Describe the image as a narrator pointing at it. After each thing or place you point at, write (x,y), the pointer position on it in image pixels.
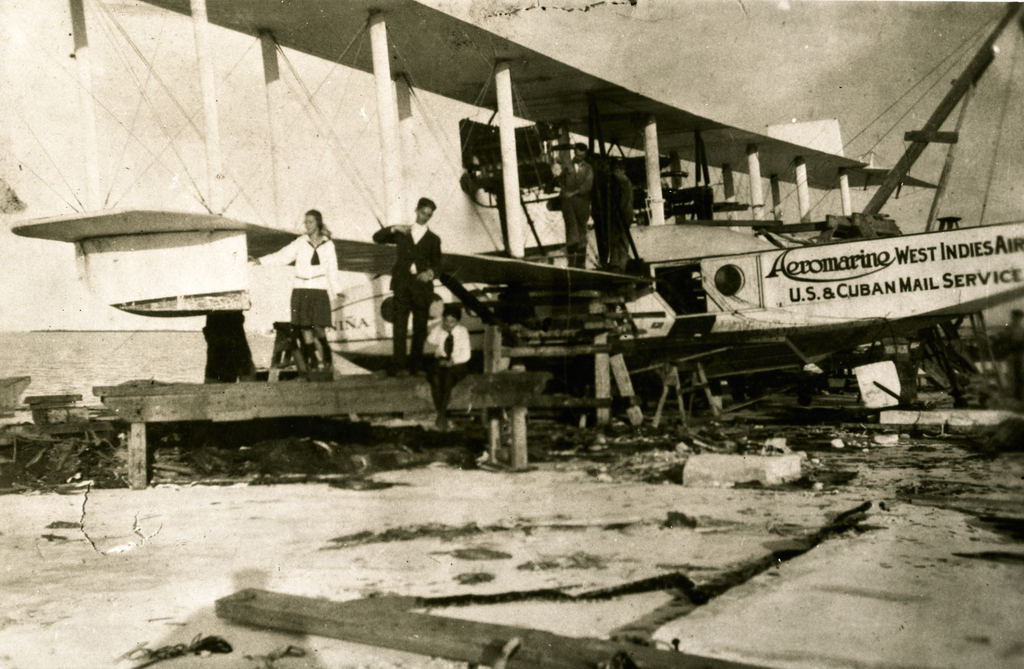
This is an old black and white image. I can see few people (423,251) standing and a person (439,401) sitting on a bench (313,414). There is a vintage aircraft (678,310). At the bottom of the image (241,450), there are few objects (601,454) on the ground (271,545).
